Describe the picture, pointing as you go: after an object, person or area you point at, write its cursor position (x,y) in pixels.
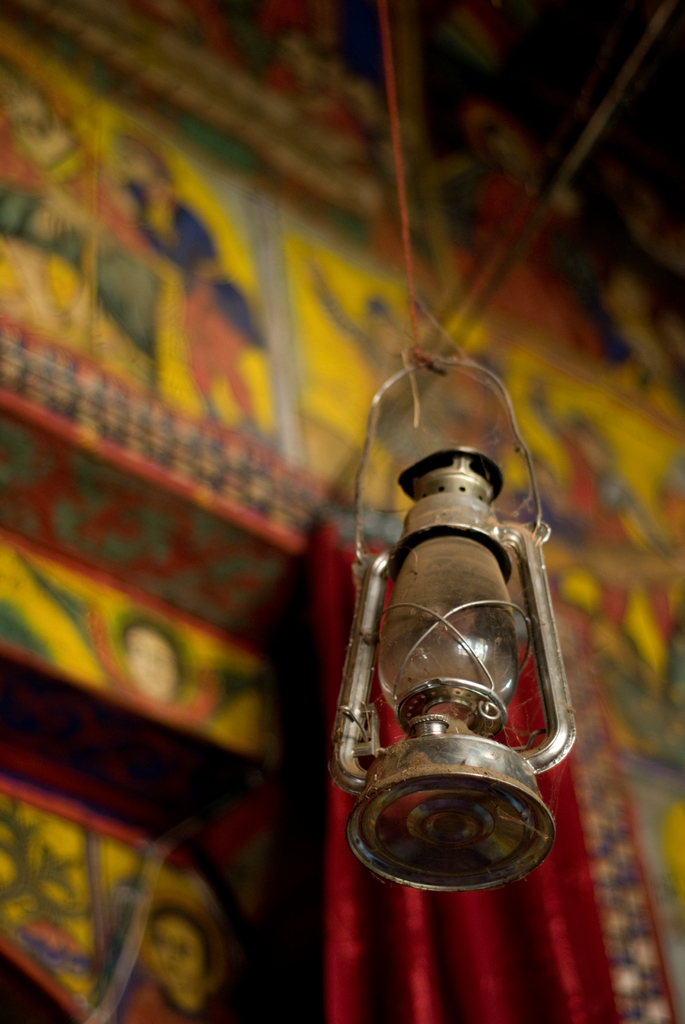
In the front of the image (524,441) there is a lantern lamp (481,606). In the background of the image (210,236) is blurred and there is a designed wall (180,401).
